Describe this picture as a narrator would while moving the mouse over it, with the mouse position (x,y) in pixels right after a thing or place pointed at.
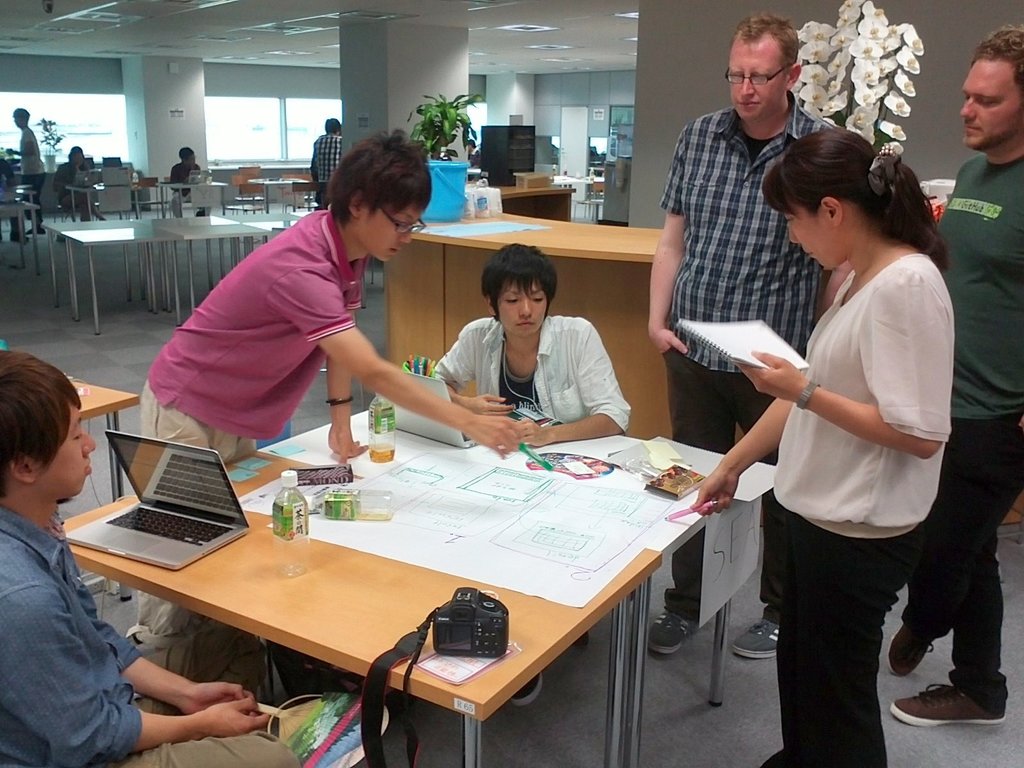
In this image there are group of persons (527,403) standing and sitting in the room (313,392) and there is a chart (356,475) laptop (198,473) and camera (469,647) on the table (264,532) and at the background (23,162) there are persons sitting and standing.
